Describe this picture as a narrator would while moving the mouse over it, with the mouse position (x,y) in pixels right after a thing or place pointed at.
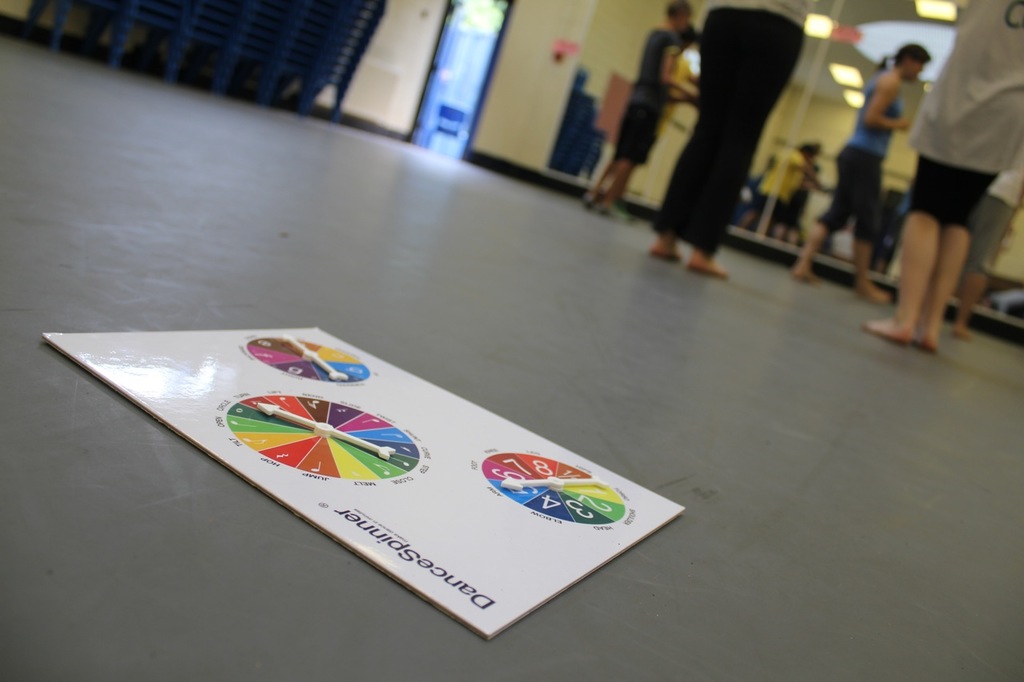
This picture is taken inside the room (799,374). In this image, in the middle (445,446), we can see a board (424,467) which is placed on the floor (794,484). On the right side (992,89), we can see a group of people (1005,66). On the left side (248,68), we can see some chairs (304,75). In the background (292,72), we can see some chairs (456,114), entrance (460,141). At the top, we can see a roof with few lights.
